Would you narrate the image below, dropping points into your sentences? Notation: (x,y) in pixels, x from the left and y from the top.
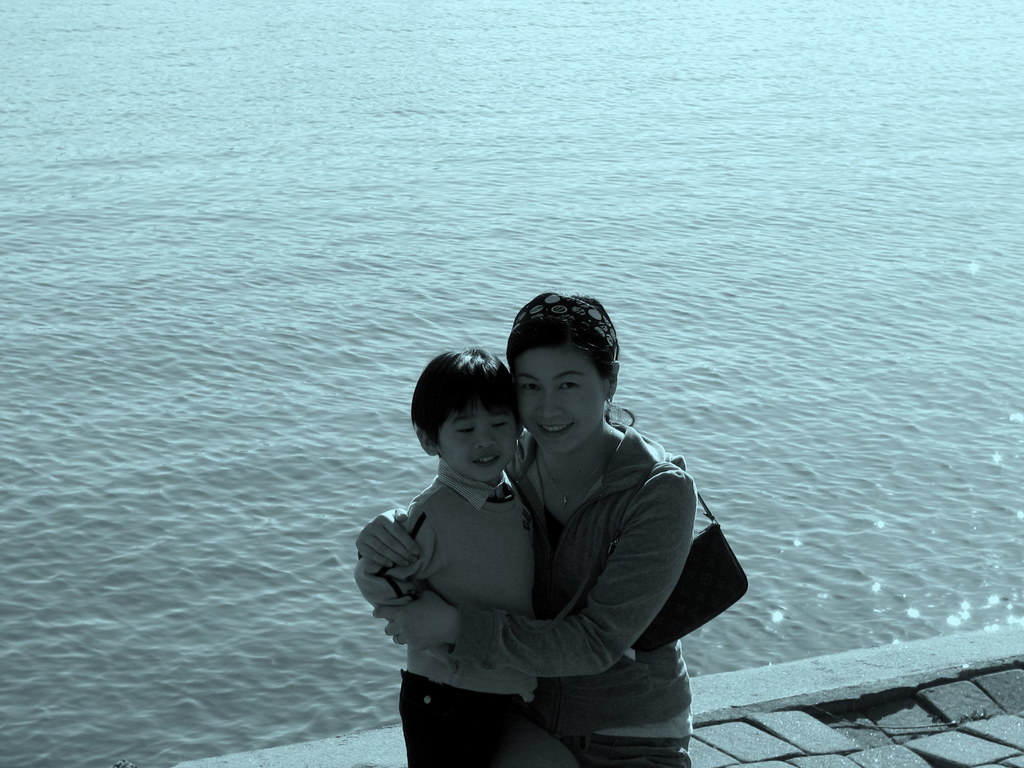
This image is taken outdoors. In the background (179,263) there is a sea (810,365) with water (415,106). At the bottom of the image (872,710) there is a floor (828,695). In the middle of the image (597,454) there is a woman (629,652) and she is holding a kid (441,561) with her hands (438,618).
